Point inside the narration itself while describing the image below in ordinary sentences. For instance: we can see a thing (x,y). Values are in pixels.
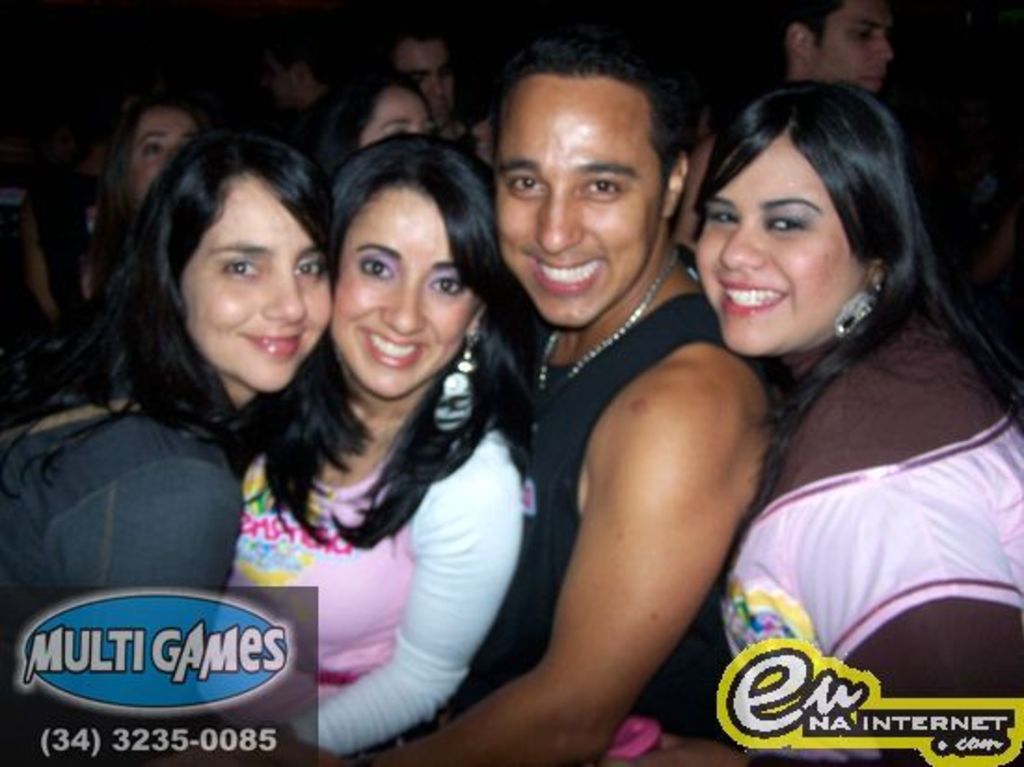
In this image, we can see people (751,252) smiling and at the bottom (279,688), there are logos (213,638).
